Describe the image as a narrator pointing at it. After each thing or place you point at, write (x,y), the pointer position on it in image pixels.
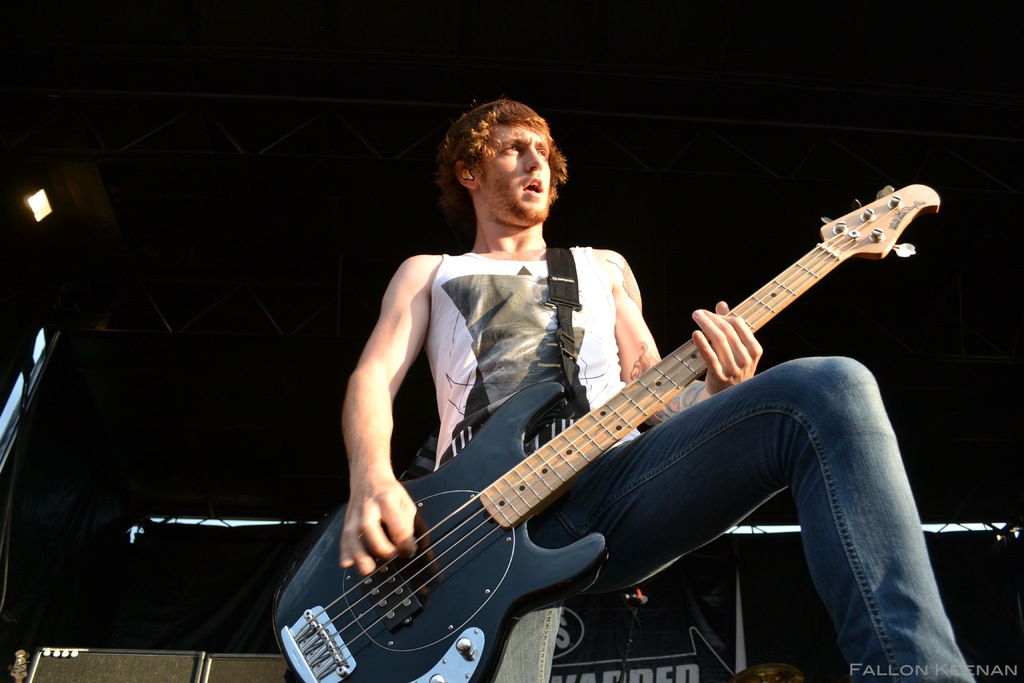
In this image we can see a man (565,408) holding musical instruments (544,476) in their hands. In the background (503,57) there are grills (339,290) and electric lights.
